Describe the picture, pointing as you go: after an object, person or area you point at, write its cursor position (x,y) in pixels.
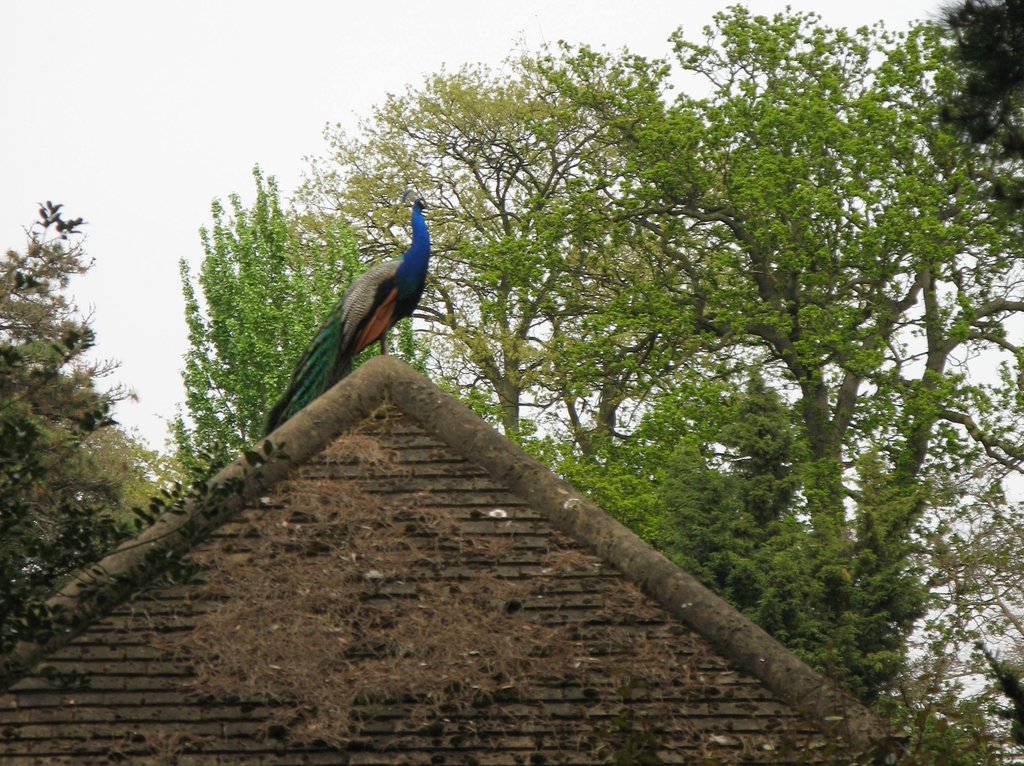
In this image I can see a peacock (377,315) which is blue, orange, grey, black and green in color is standing on the roof (366,465) of a house (395,618) which is brown in color. I can see few trees (775,320) which are green in color and in the background (183,148) I can see the sky (163,141).
